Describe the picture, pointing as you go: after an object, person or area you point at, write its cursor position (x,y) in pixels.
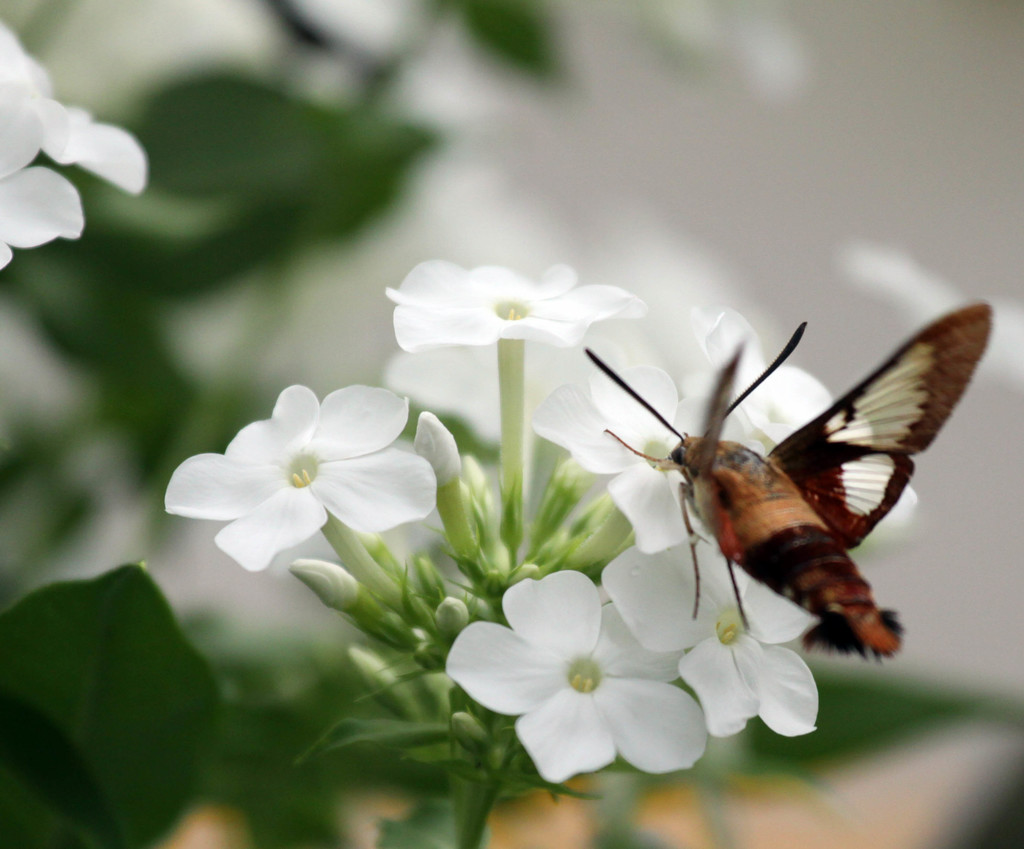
In this image, on the right side (781,449), we can see an insect (738,494) which is on the flower (646,579) and the flower (658,576) is in white color. In the background (198,238), we can see green color. On the left side (51,76), we can see white color.
